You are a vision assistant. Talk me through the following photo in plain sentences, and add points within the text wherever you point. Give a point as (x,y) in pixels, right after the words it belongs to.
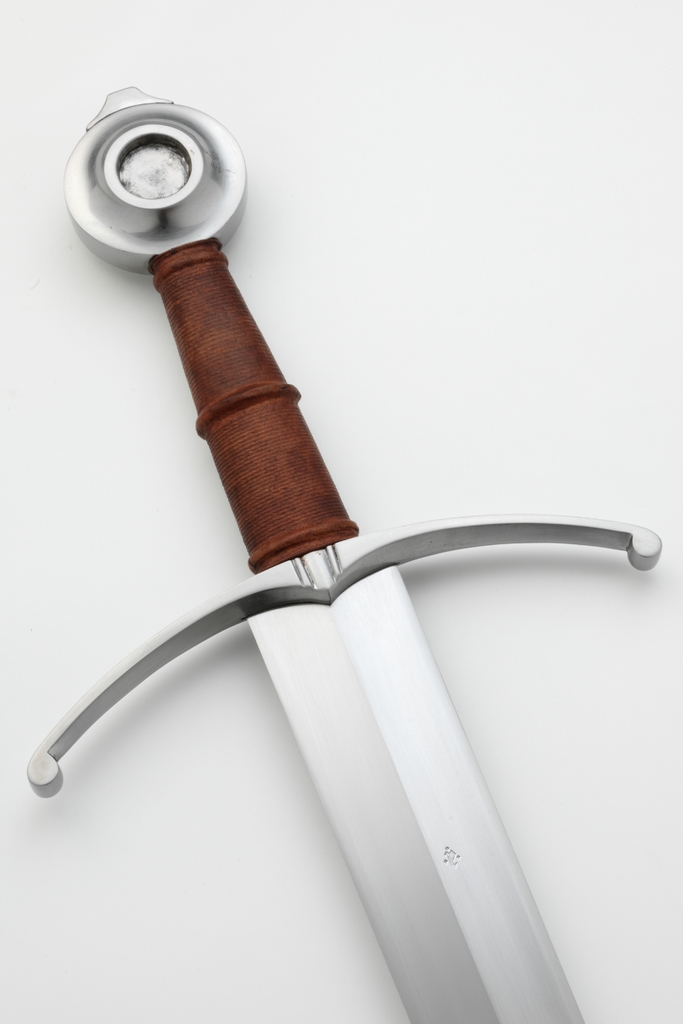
Here we can see a sword (246,360) on a white platform (174,579) and the handle (190,383) of it is brown in color.
